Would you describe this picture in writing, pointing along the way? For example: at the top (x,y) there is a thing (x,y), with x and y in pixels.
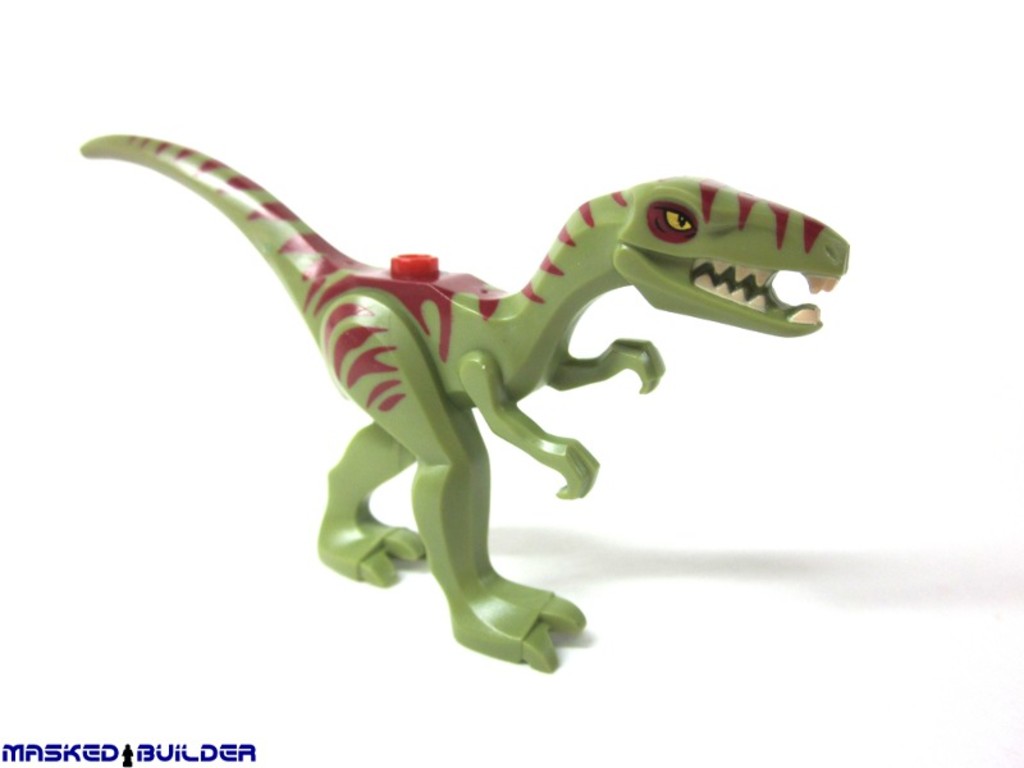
In this image I can see the toy (444,487) which is in red and green color. It is on the white color surface (538,562).
